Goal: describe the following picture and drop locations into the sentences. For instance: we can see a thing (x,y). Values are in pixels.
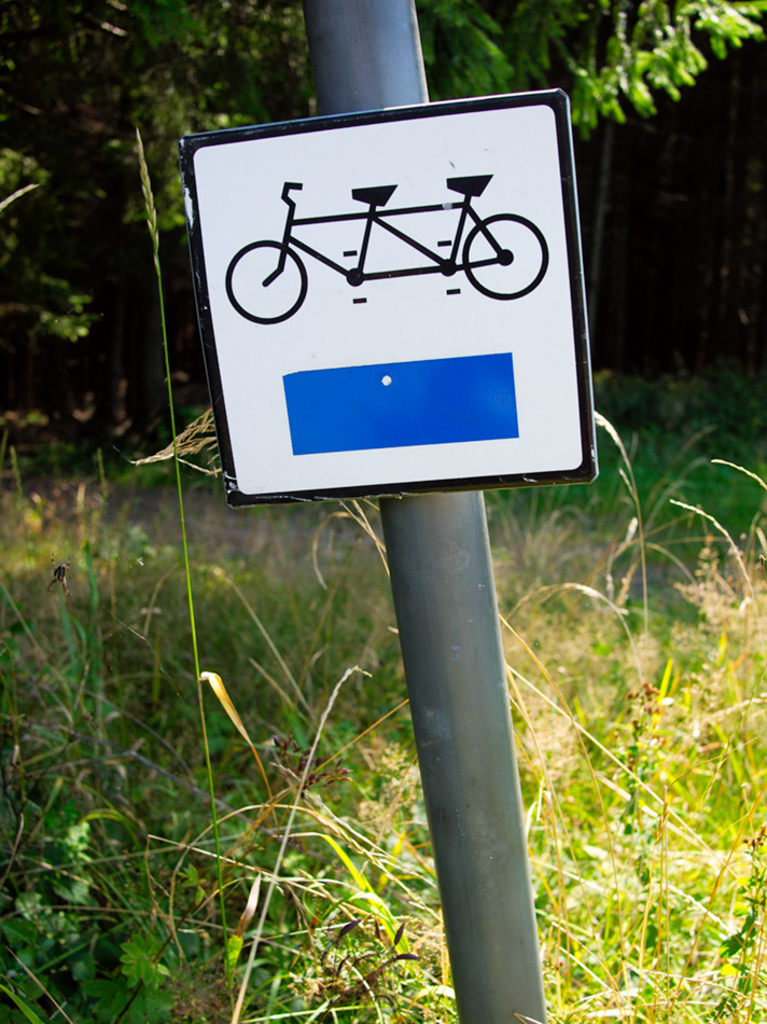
In this picture I can see a sign board (407,169) to the pole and a tree (6,68) and I can see grass (160,779) on the ground (356,645).
